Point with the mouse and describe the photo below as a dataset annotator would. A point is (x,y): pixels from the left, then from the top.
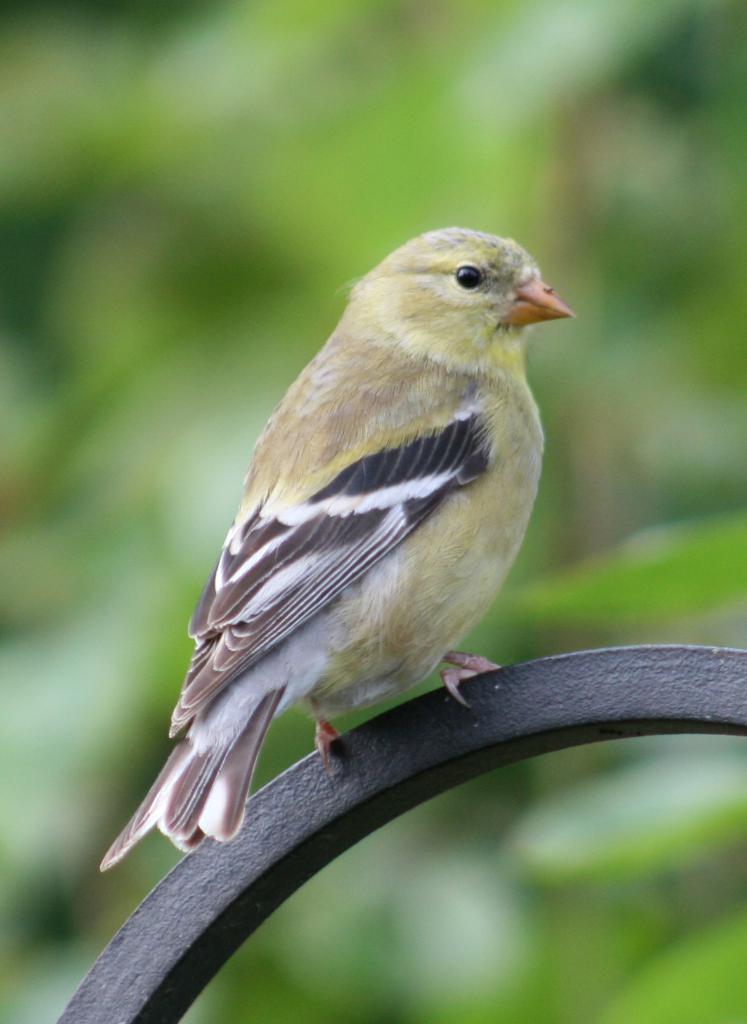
In this image I can see a bird (372,525) which is orange, black, white, yellow and ash in color on a black colored object (491,709). I can see the blurry background (445,93) which is green in color.
